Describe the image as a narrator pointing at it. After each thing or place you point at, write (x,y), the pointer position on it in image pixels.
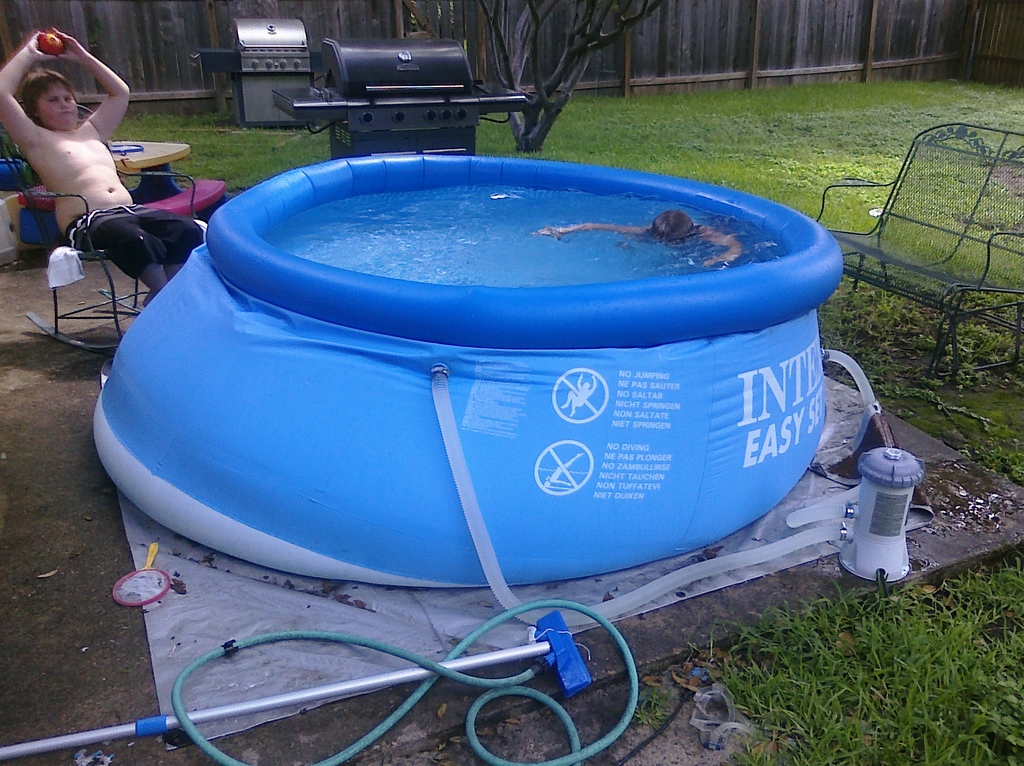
In this image I see a boy (31,155) who is sitting on chair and there is water tub (280,201) in front of him in which there is another person (726,247) and I see another chair (923,133) over here. In the background (676,121) I see few equipment (472,151), grass (479,132) and a tree (603,14) and the fence (187,99).
